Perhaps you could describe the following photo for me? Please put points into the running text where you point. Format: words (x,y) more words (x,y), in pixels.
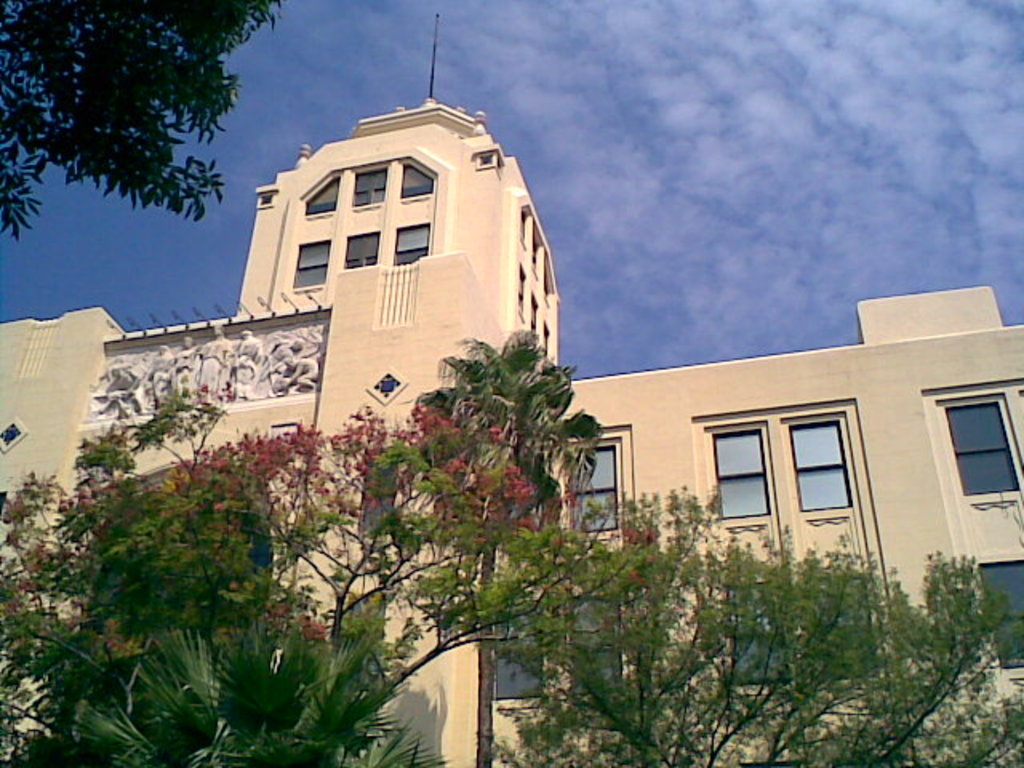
In this picture we can see trees (422,566) and a building (243,388) with windows (611,477). Behind the building (349,356) there is a sky (219,154).
